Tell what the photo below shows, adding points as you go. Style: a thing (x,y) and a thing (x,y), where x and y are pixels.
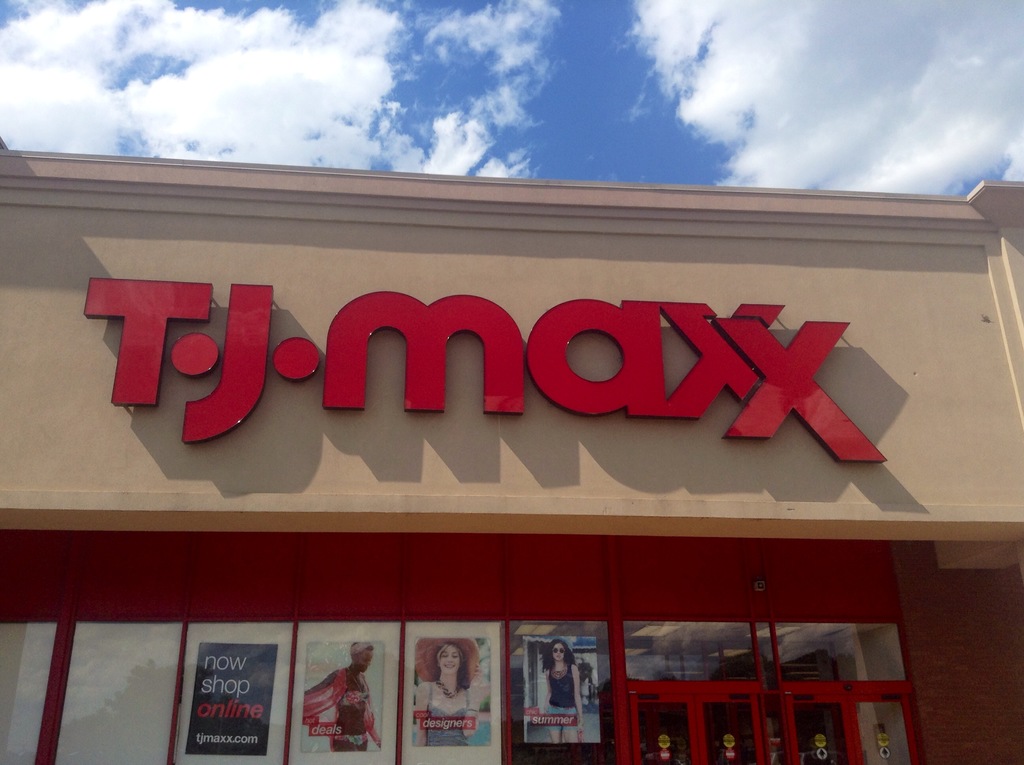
In this image there is a building (458,537) in the bottom of this image (329,646). there is some text (164,320) written as we can see in the middle of this image, and there are some posters (457,704) attached in the bottom of this image (441,664). there is a cloudy sky (449,74) on the top of this image (413,93).
